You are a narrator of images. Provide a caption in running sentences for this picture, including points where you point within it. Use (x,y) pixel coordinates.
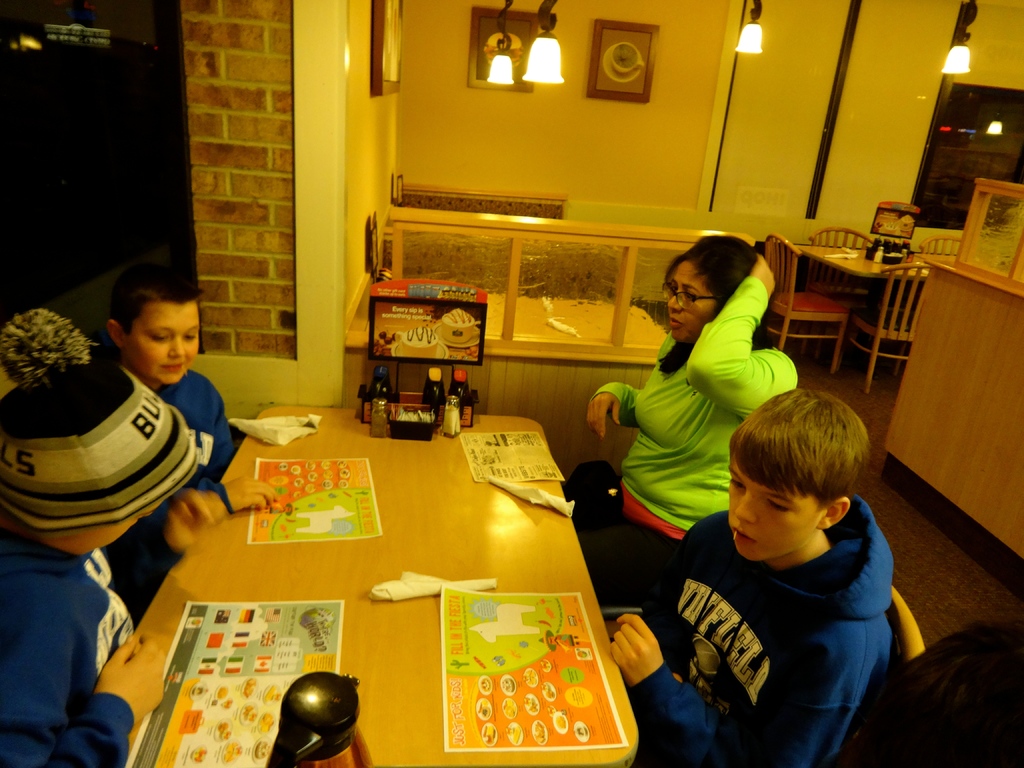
In this picture there are two children (112,502) who are playing a game. To the right side (748,503), there is a boy (792,589) wearing a blue jacket (788,650) and is sitting on the chair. There is a woman (694,452) who is wearing a green jacket (690,484) and is also sitting on the chair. There is a bottle (439,399) and a box (411,438) on the table (435,505). There is a light (539,58) at the roof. on to the right side (821,309), there is a chair (808,299) and a table (855,271).
